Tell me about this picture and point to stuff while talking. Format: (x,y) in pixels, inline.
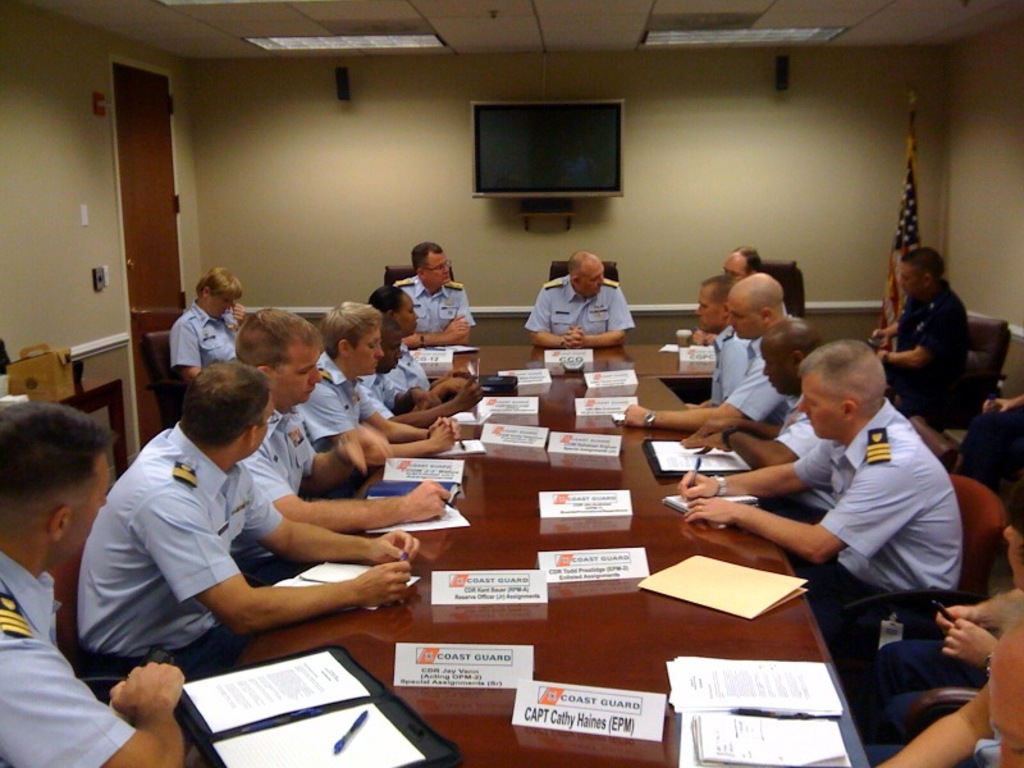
There are persons (369,387) sitting on chairs (914,724) around a table (489,733), on which, there are name boards (529,382) and files (767,754) arranged. In the background (489,223), there is a monitor (533,122) on the wall (674,160), there are lights (297,41) attached to the roof (840,23), there is a door (168,96) and other objects (76,382).
